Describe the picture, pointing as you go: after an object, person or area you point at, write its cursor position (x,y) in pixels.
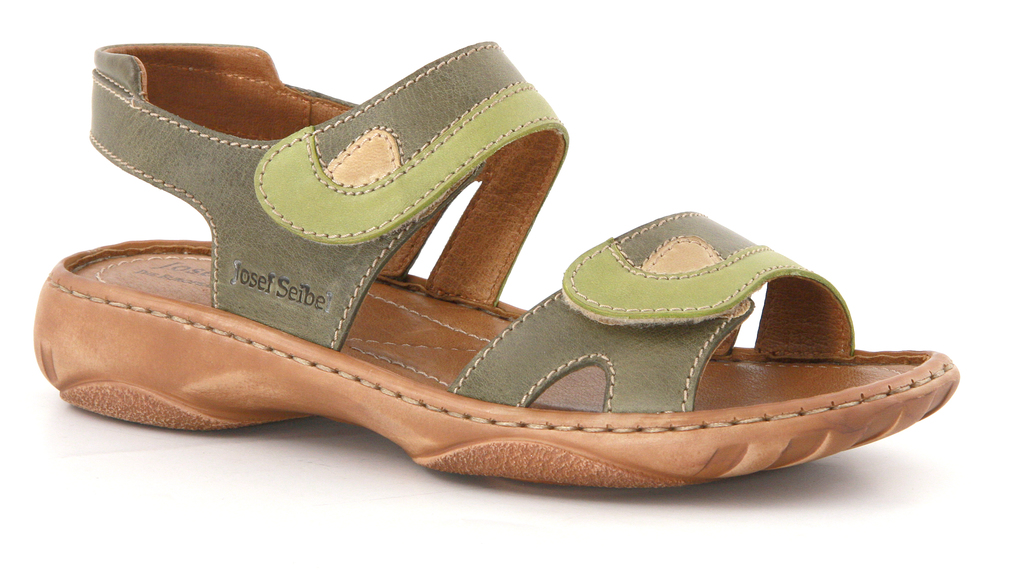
In this picture we can see a footwear (417,418). Background (406,60) is white in color.
